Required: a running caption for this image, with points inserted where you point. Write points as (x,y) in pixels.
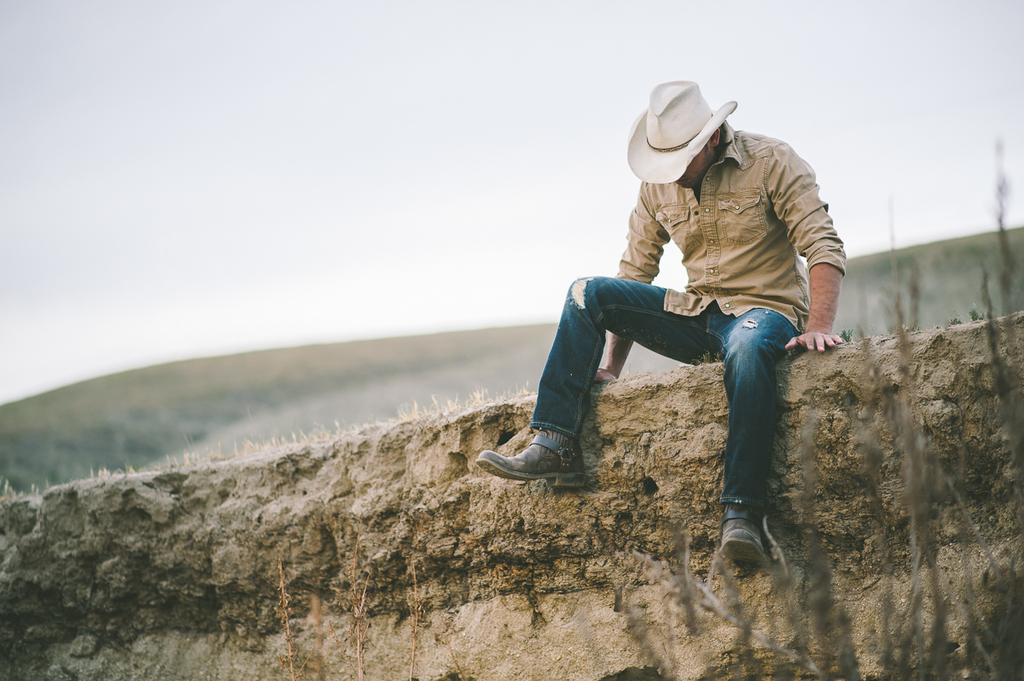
This is an outside view. On the right side (798,274) there is a man (661,161) sitting on a wall (662,403) and looking at the downwards. At the top of the image (226,130) I can see the sky (258,135).
